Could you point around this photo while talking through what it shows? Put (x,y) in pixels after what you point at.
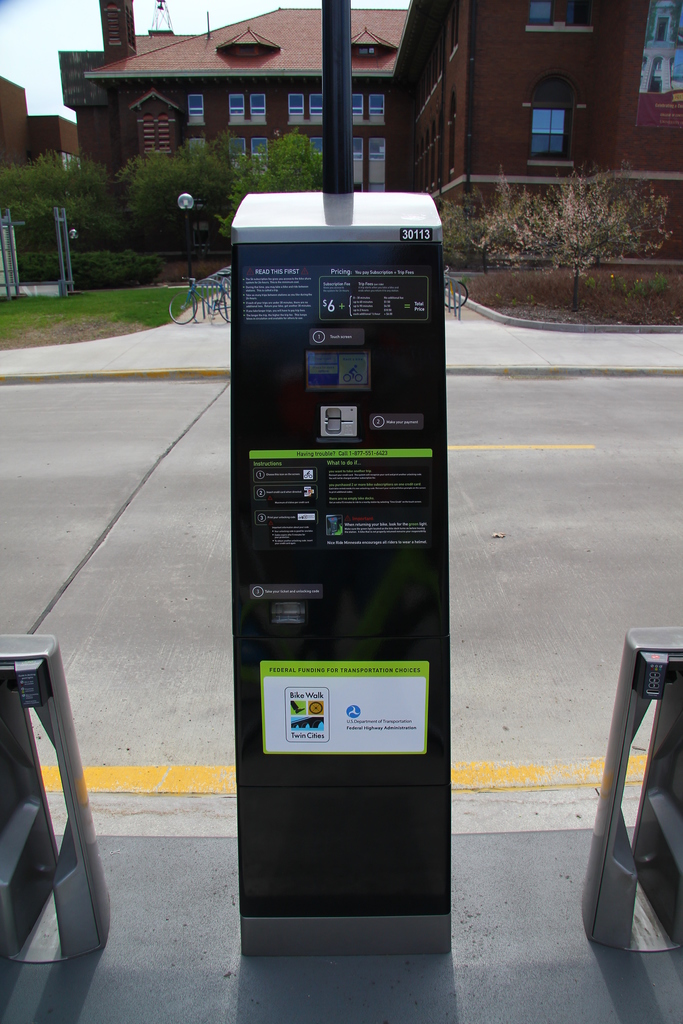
In the center of the image (306,530), we can see a parking meter (323,563) and there are some stands (621,795). In the background (296,13), there are buildings (257,135) and there is a light pole (187,209) and we can see trees (149,157), rods (1,244) and bicycles (223,282). At the top (62,46), there is sky (1,17) and at the bottom (461,698), there is a road (500,490).
